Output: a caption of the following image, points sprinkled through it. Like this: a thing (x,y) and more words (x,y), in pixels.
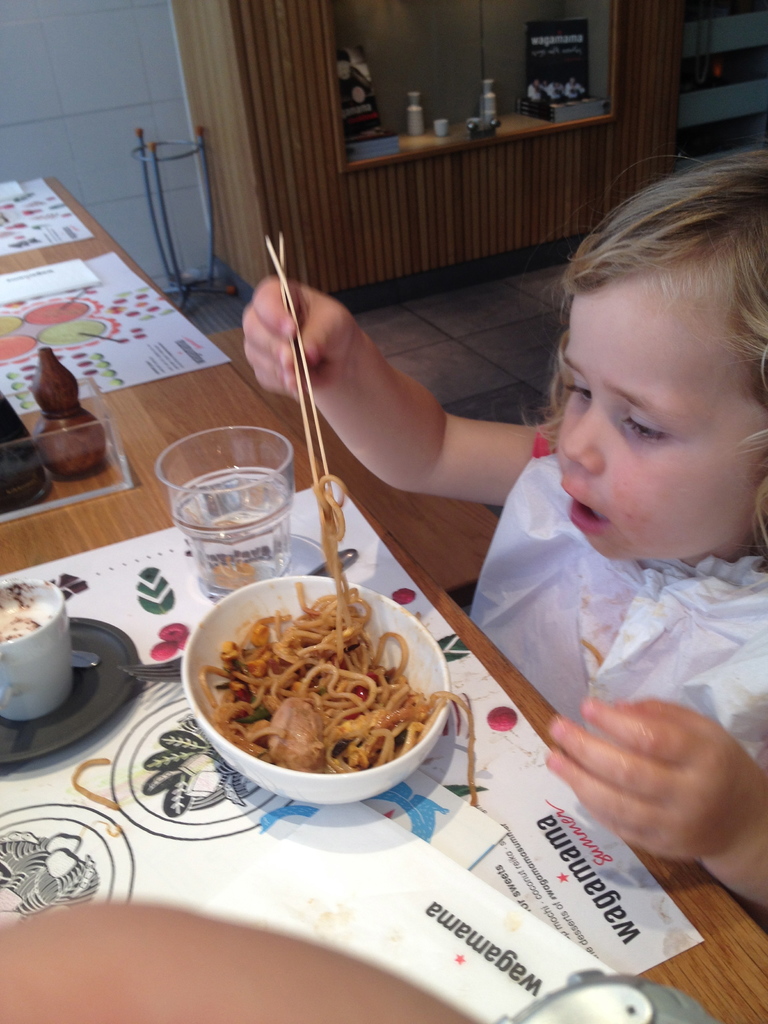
In this picture we can see a girl (596,383) holding chop stick (300,392) in her hand (283,376) and carrying noodles (340,597) from the bowl (377,632) placed on a table (148,531) along with cup (45,587), spoon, glass (236,494) with water (231,566) in it, papers (185,809) and in the background (399,185) we can see rack (477,81) with bottles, wall (88,79), stand (144,164).
